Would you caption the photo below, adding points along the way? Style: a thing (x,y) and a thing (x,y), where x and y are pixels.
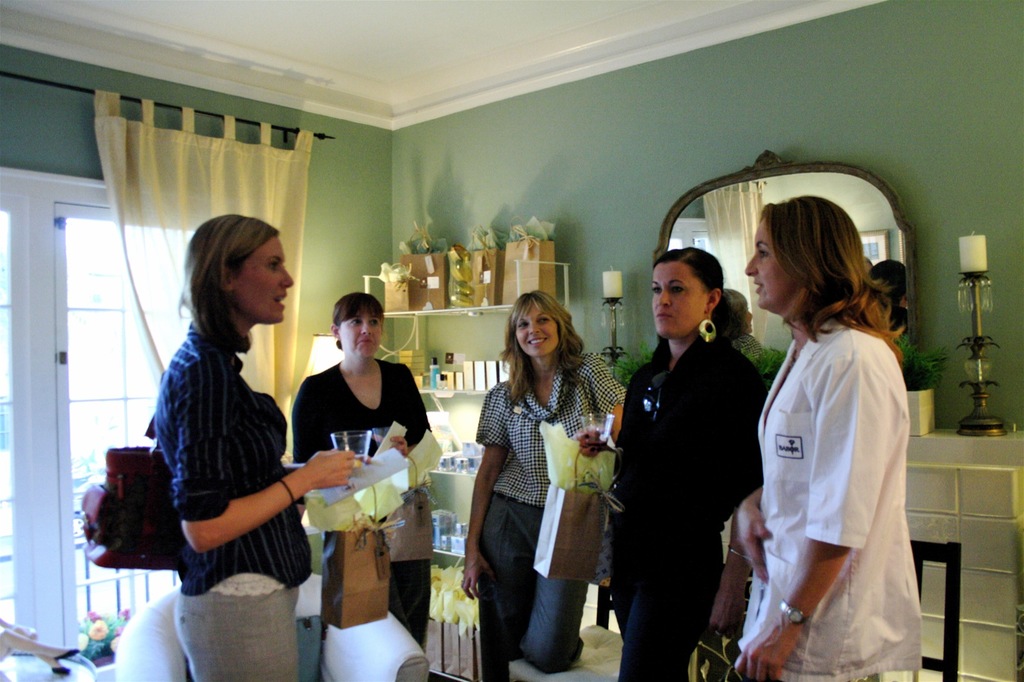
In this image we can see women (806,453) standing on the floor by holding paper bags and glass tumblers (378,432) in their hands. In the background (533,261) we can see curtain (190,198), windows (118,222), paper bags (553,279), candle holders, mirror (685,238) and walls (612,124).
